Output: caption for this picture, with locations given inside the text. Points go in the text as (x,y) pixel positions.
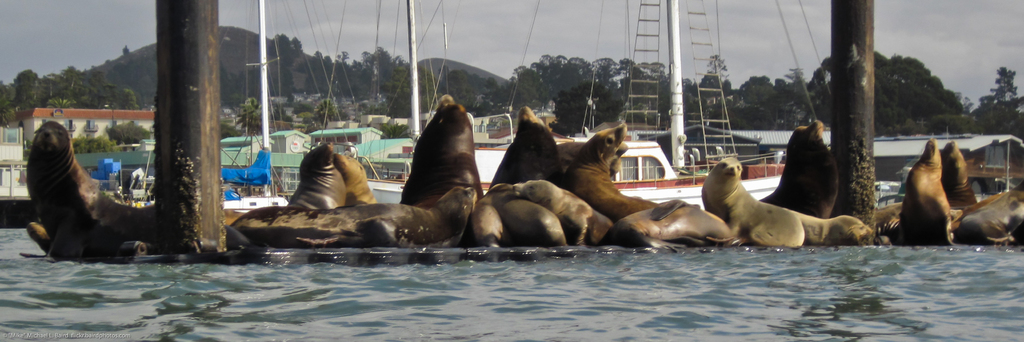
In this image there are group of seals (547,183) which are laying on the dock (512,247). At the bottom (481,269) there is water (522,285). In the background (412,109) there are so many ships (268,118). Behind the ships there are mountains (243,66). Beside the mountains (226,63) there are trees (571,62). There are two poles (194,119) in between the seals (410,181).
